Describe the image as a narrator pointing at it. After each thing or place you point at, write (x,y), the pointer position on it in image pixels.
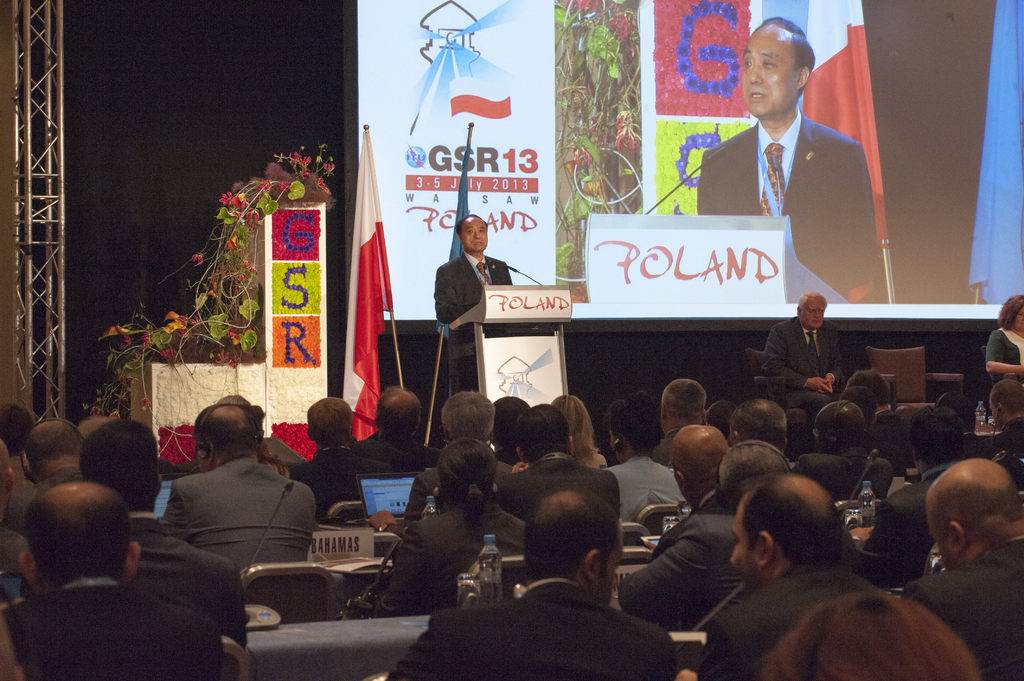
In this image we can see people (167,608) sitting on chairs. In the background of the image (312,24) there is a black colored cloth (129,95). There is a screen (522,209) in which there is a depiction of a person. There is a person (485,225) standing near a podium (536,397). There are flags (375,295). To the right side of the image (1023,342) there are two people (794,366) sitting on chairs (888,358). To the left side of the image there is a plant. There are rods (15,38).
